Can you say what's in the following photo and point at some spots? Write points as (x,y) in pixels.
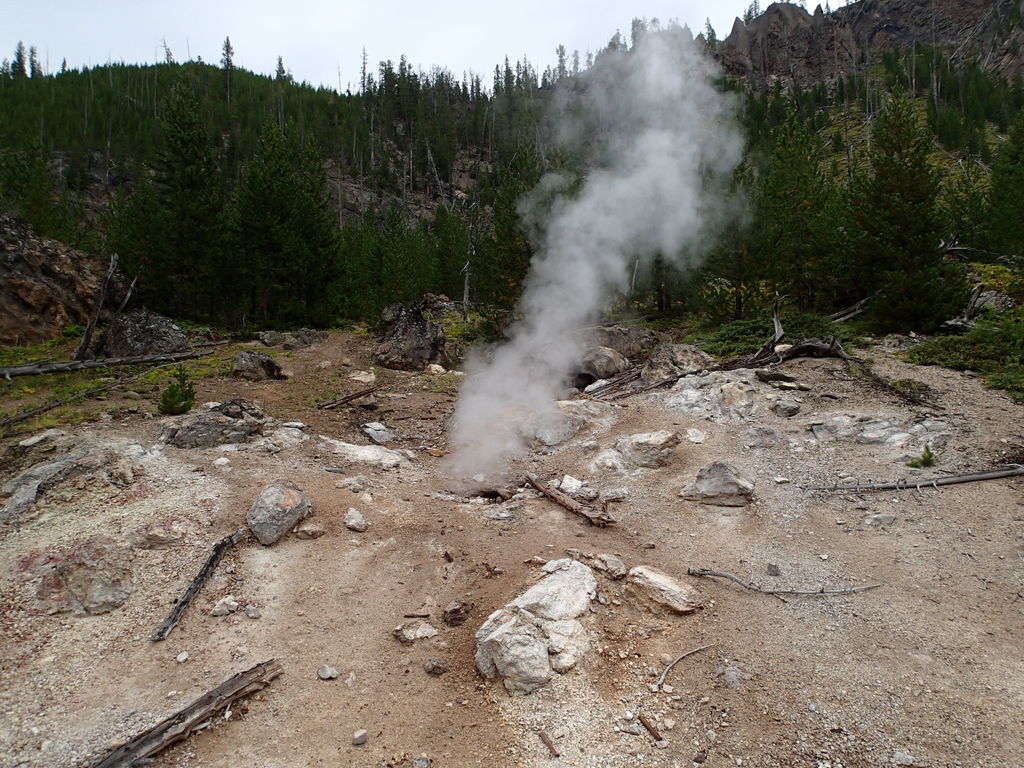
In this image there is a land (750,430), on that land (889,465) there are rocks (613,459) and smoke (564,296), in the background (498,252) there are trees (238,209), mountain (940,16) and the sky (258,60).
